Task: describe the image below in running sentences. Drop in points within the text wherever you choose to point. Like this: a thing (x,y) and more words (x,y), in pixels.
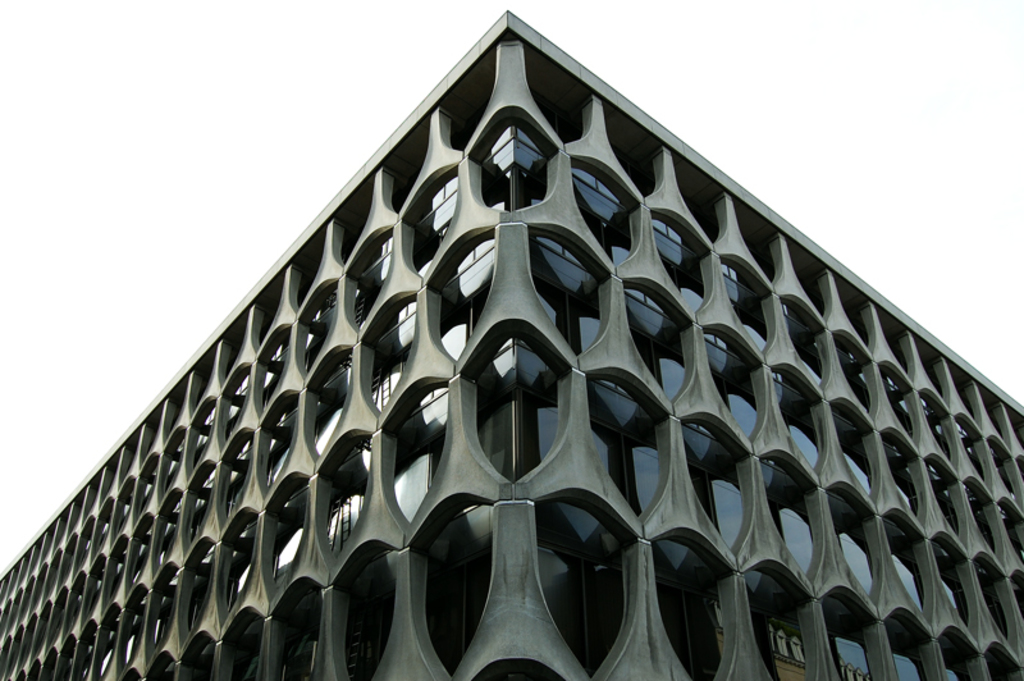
In this image we can see a building (463,538). In the background (152,172) there is a sky (650,17).
